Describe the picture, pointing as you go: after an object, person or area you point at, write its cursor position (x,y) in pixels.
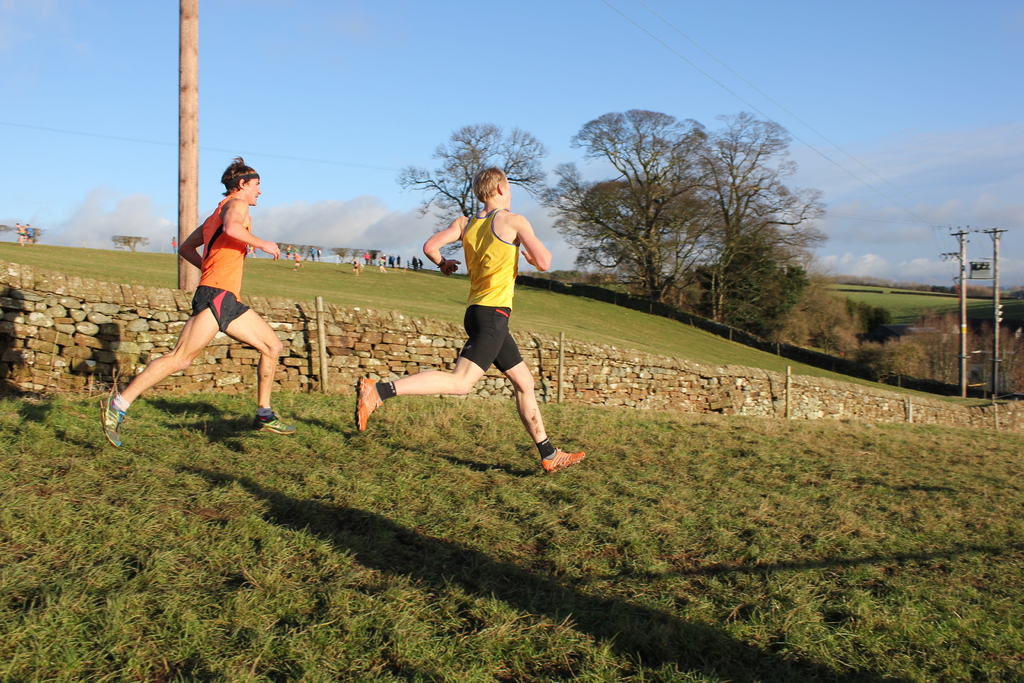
Here in this picture we can see a couple of persons (229,260) running on the ground (473,416), which is fully covered with grass (474,452) over there and we can see electric poles (196,174) and trees (776,283) and plants (808,306) present over there and we can also see clouds (949,169) in the sky (908,192).
